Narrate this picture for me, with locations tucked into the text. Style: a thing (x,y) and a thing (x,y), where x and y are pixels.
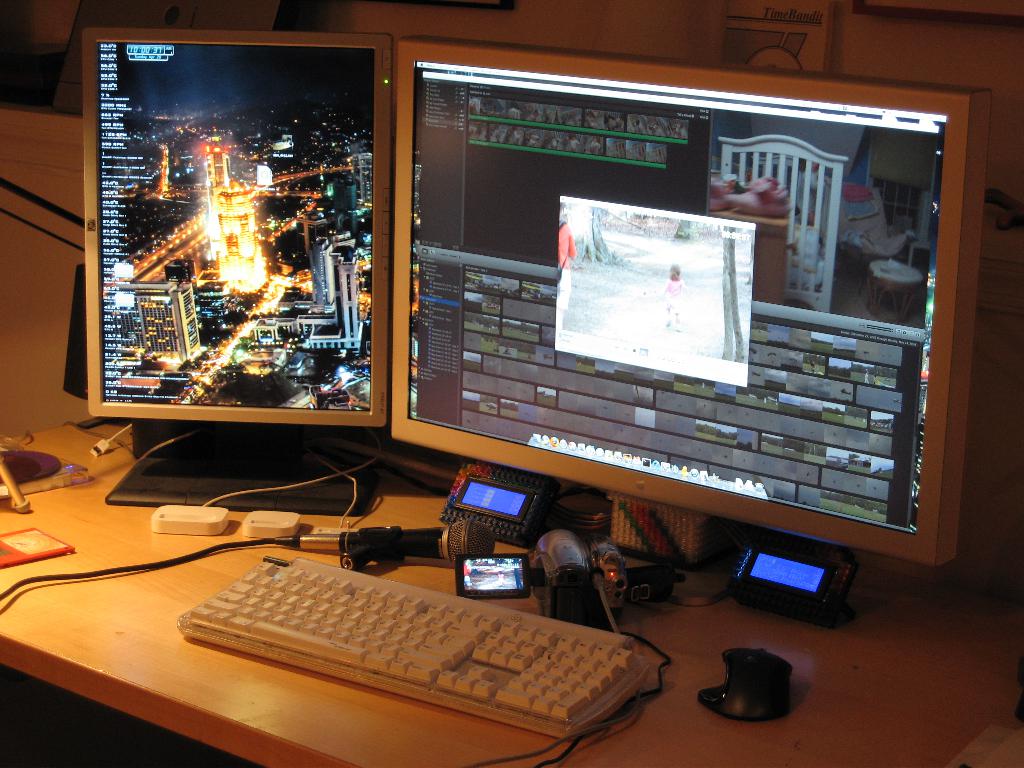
In the image we can see a system (275,244), display (632,369), keyboards (374,621), cable wire (103,569), wooden table (223,691), microphone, camera (516,566) and other device (808,588).
